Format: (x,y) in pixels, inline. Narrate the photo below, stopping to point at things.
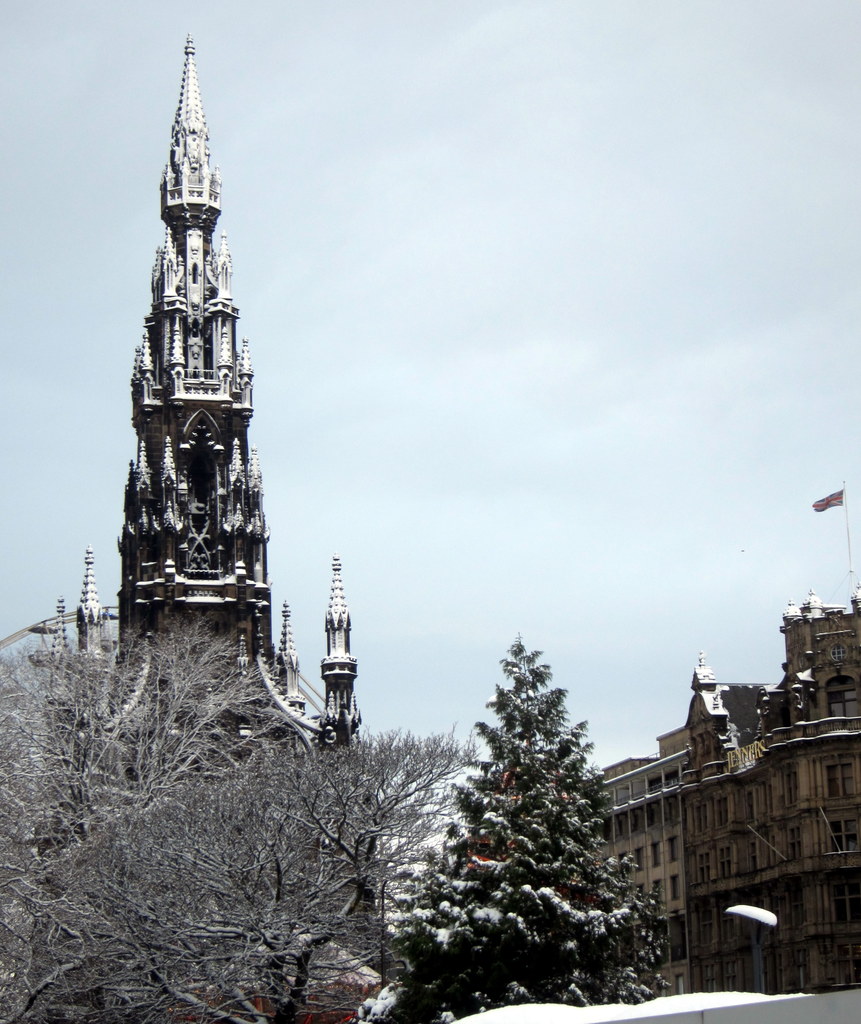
In this picture there are trees (562,885) at the bottom side of the image (530,892), it seems to be there is snow (645,1003) at the bottom side of the image (645,1000) and there are buildings (814,716) and a flag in the background area of the image (783,766).
